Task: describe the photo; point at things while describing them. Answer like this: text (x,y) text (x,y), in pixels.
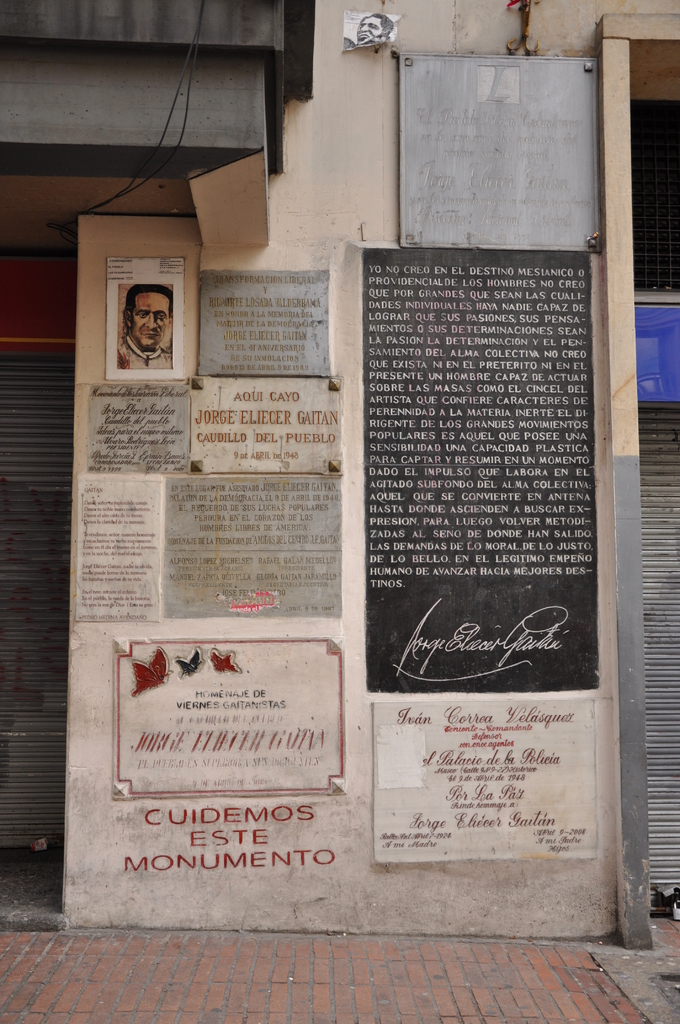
In this image we can see information boards (306,490) to the wall (326,853).
